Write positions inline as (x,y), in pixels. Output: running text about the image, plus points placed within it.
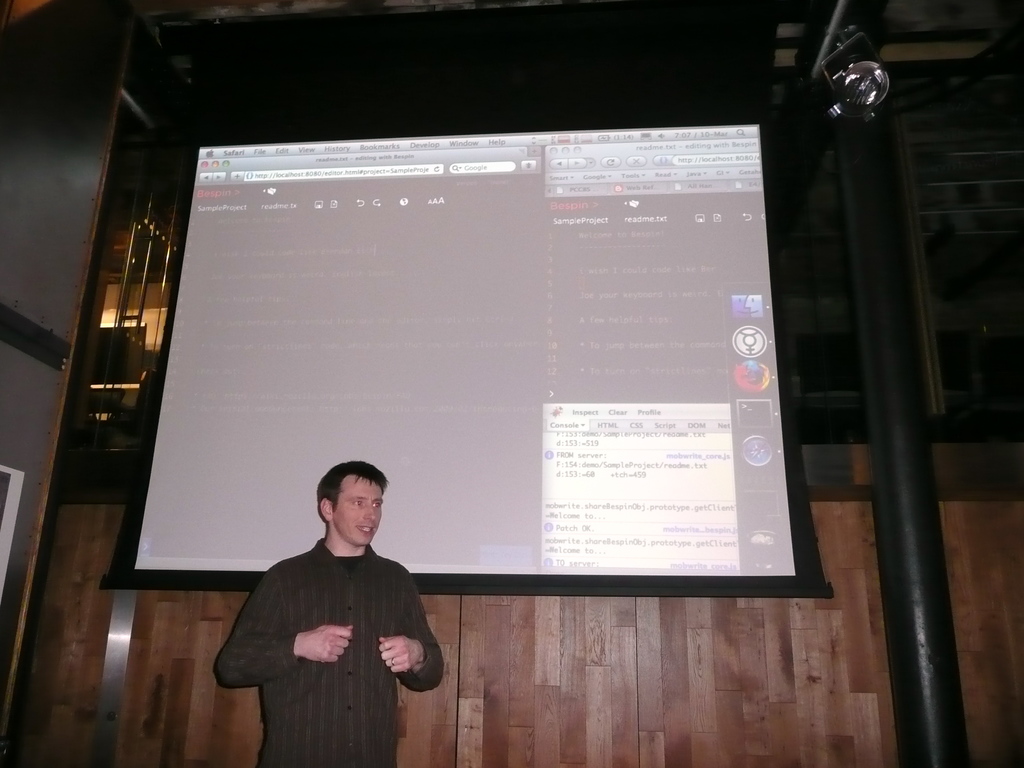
In this image we can see this person (314,699) is standing here. Here we can see the projector screen (412,295) on which something is displayed, we can see the pillar (871,440), light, wooden wall (97,514) and this part of the image is dark.
